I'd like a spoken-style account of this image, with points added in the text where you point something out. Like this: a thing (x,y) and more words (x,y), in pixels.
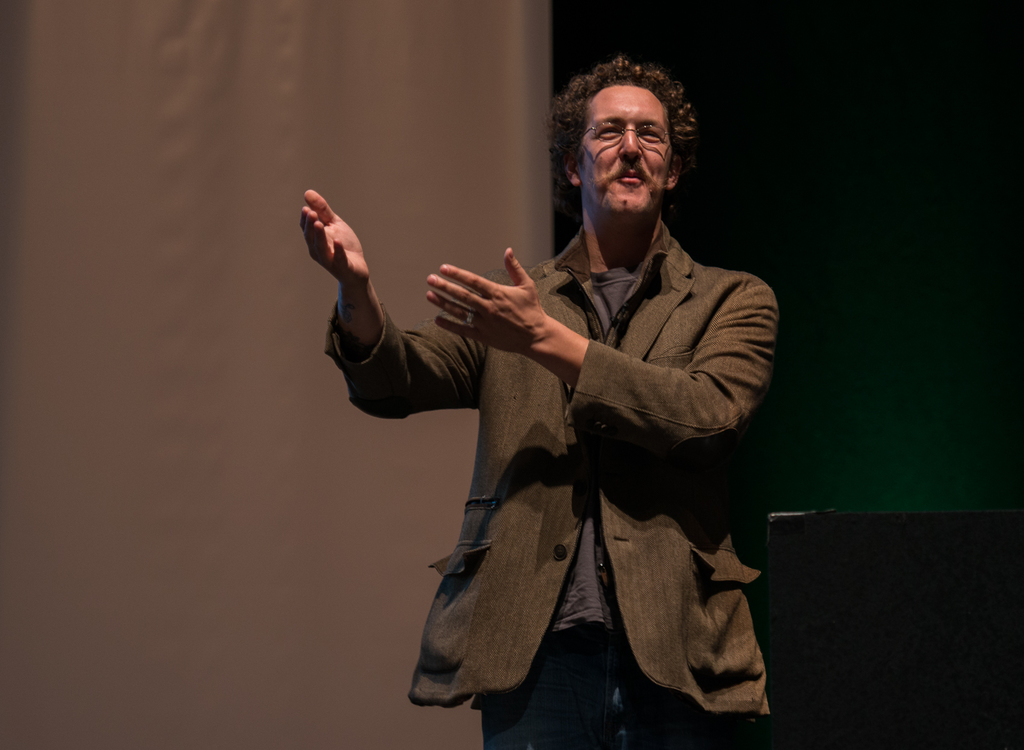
In this image I can see the person (526,419) wearing the dress (554,486) and specs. In the background (376,141) I can see the white and green color background (842,447). I can see the black color object (846,603) to the right (849,606).
